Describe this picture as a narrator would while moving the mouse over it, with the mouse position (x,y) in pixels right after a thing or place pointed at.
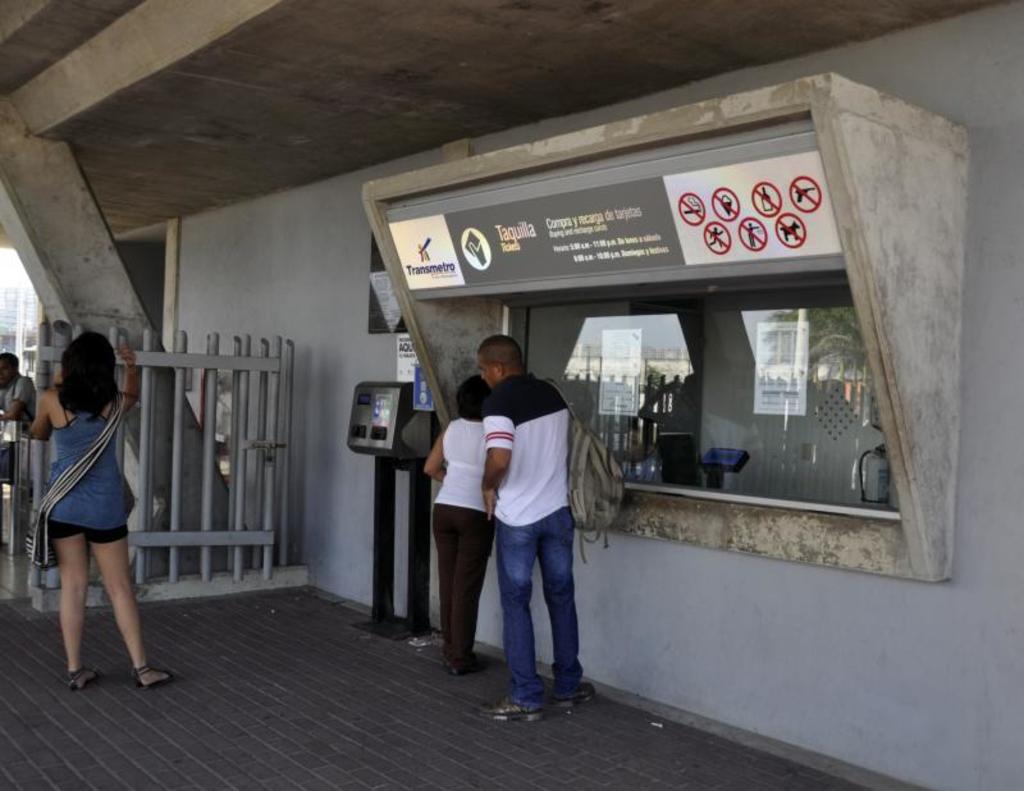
In this image there are two persons (538,514) standing in front of the glass counter (627,432). On the left side of the image (88,484) there is a girl (122,592) standing, in front of the girl (112,529) there is metal fencing (172,364) and there is another person (13,384) sitting.
